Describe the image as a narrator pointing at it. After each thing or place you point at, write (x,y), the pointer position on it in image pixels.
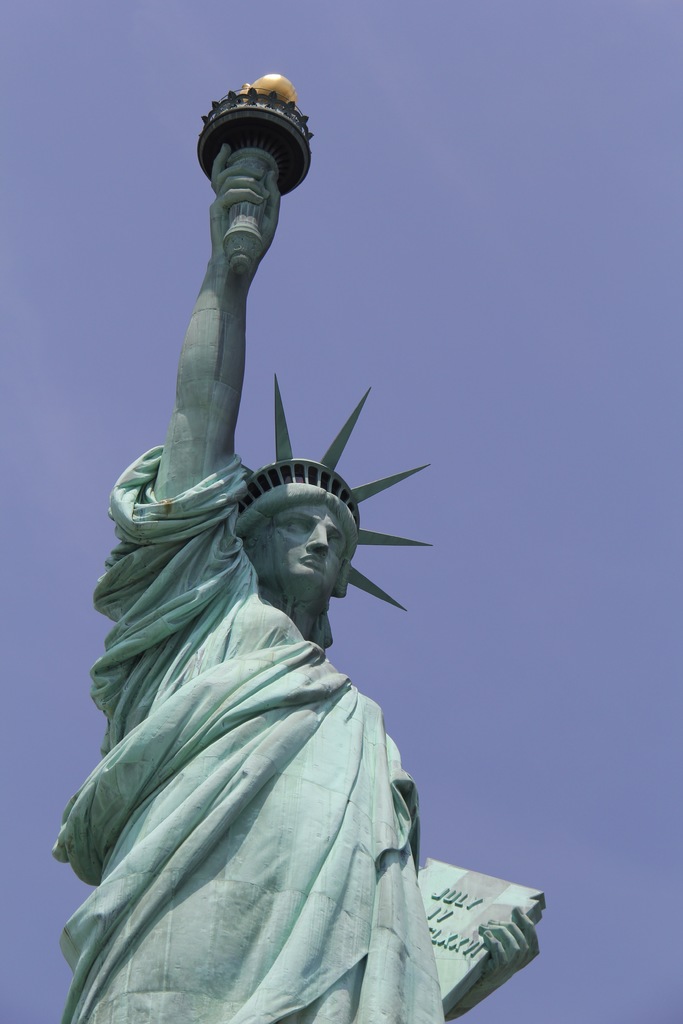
In this picture we can see a statue of liberty (268,645) here, in the background (441,328) there is sky (438,311).
